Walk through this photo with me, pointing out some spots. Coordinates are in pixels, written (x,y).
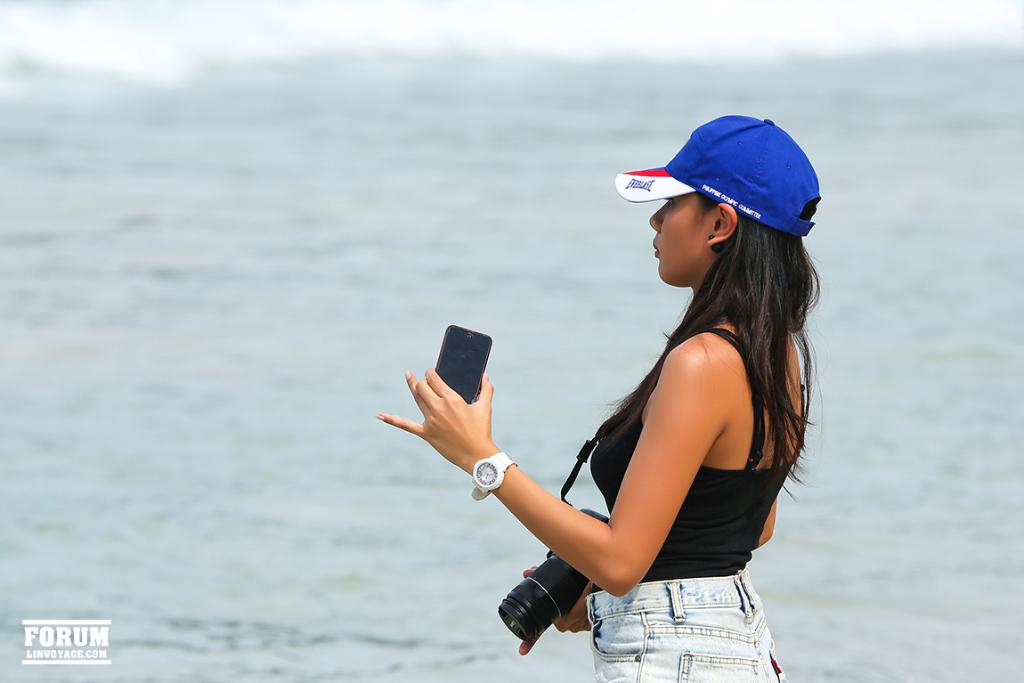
In this picture we can see a girl (617,562) wore a cap (685,167), watch (498,455) and holding a camera (528,631) and a mobile (484,371) with her hands (561,629) and in the background (572,640) it is blurry.
